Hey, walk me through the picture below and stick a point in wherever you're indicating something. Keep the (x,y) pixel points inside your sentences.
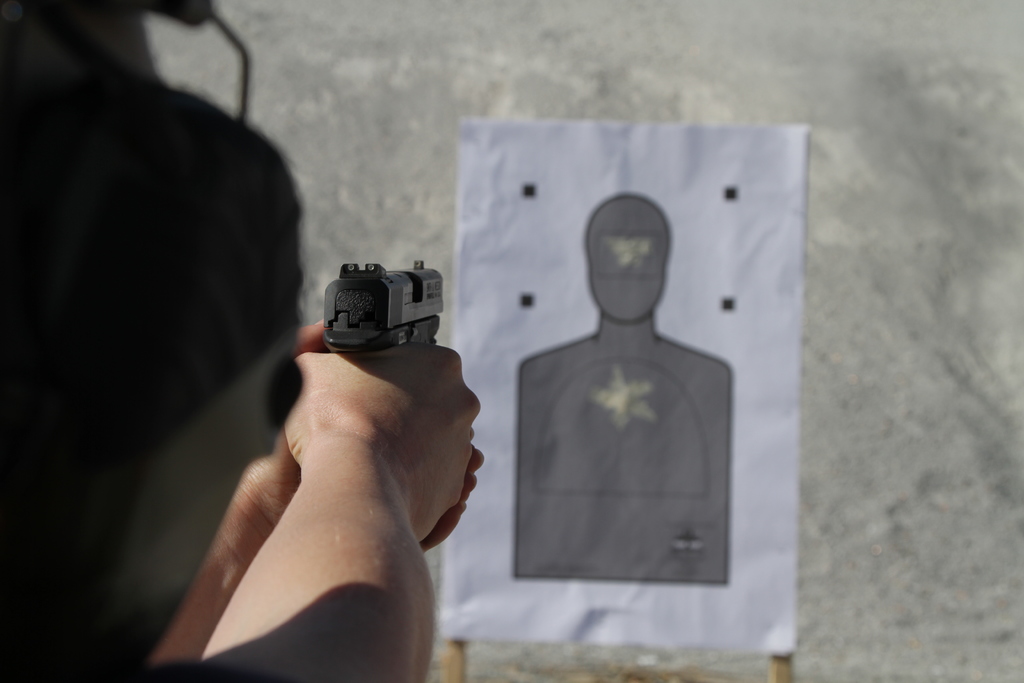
On the left (167,636) there is a person (216,363) holding a gun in his hands (317,421) and aiming towards a board (492,253) over here and on the board (657,309) we can see a figure (648,285). In the background (419,79) we can see a wall (926,209).
